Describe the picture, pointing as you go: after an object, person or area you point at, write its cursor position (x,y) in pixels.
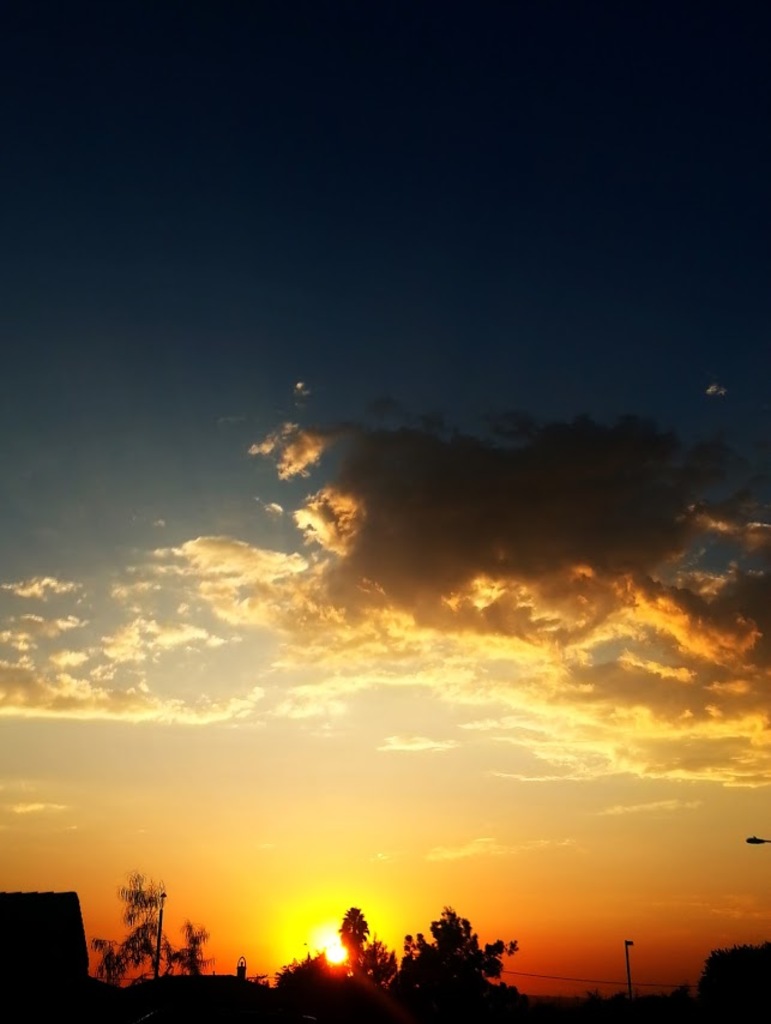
In this image we can see one house (45,1020), some poles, one light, one wire (584,979), some trees (397,1006) on the ground (184,1000) and in the background (495,716) there is the sun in the cloudy sky (151,735).
